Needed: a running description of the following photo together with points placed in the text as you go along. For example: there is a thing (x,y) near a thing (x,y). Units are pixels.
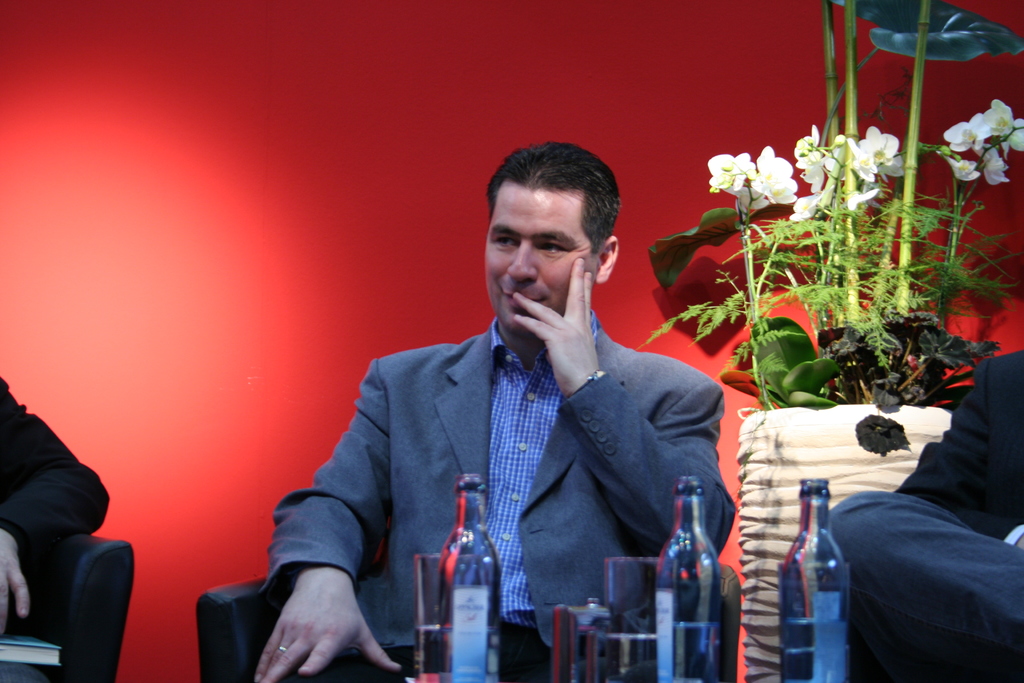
In this picture I can see a person (545,454) wearing the coat (448,405) and sitting on the chair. I can see the bottles (498,594) and glasses (641,648) in the foreground (574,630). I can see the plant vase (742,349) on the right side (805,273).
